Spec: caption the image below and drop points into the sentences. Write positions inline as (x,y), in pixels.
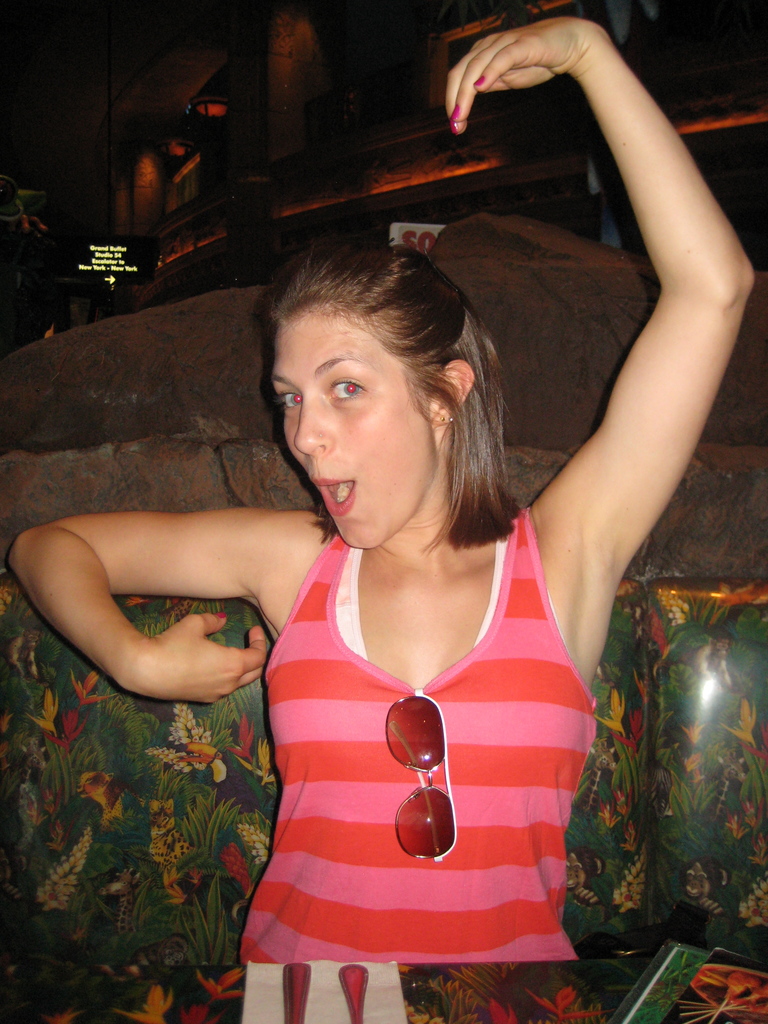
In this image we can see a woman (352,837).
